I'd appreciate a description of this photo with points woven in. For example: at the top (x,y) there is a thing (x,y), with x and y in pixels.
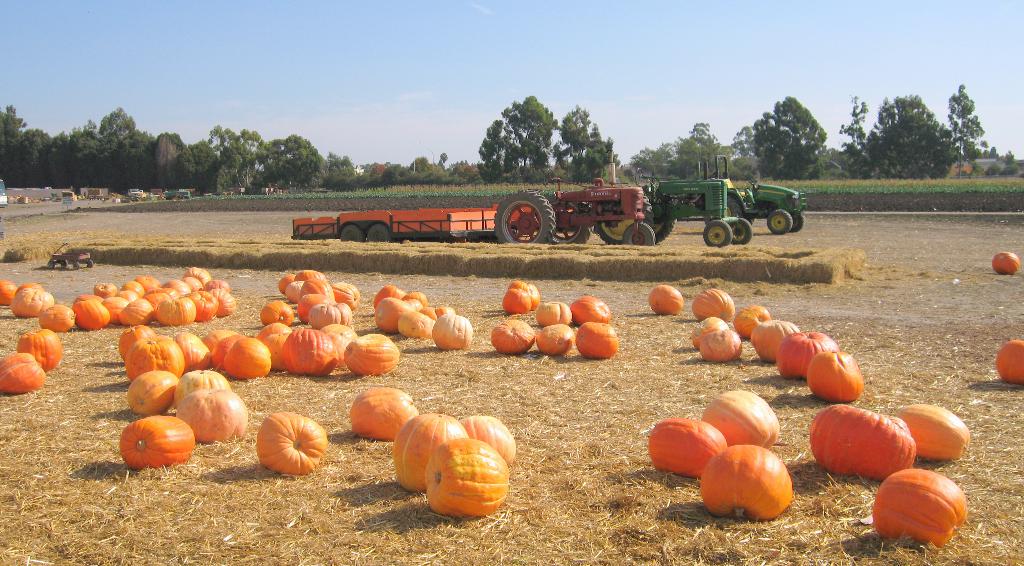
In this image there are so many pumpkins (385,412) on the ground (341,388), Behind them there are three tractors (617,210) with the trolleys (384,217). In the background (91,148) there are trees (121,158). On the ground (119,332) there is dry grass (577,493). At the top (564,16) there is sky (555,36).
